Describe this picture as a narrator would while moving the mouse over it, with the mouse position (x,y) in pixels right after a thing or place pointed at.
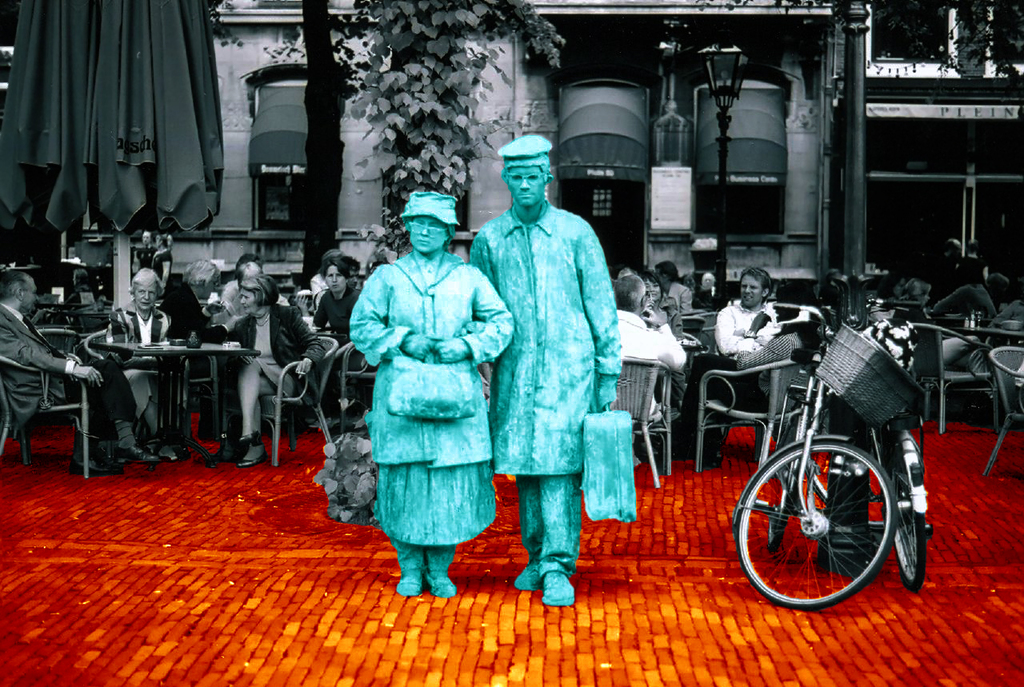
In this picture there are two blue color statue (509,376) of man (543,365) and woman (417,337), standing on the cobblestones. Behind there is a open restaurant (66,314) and a group of men and women (160,324) sitting on the chairs (68,340) and discussing something. In the background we can see a restaurant windows (634,147) and some trees (434,112). On the right side (826,415) there is a bicycle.
